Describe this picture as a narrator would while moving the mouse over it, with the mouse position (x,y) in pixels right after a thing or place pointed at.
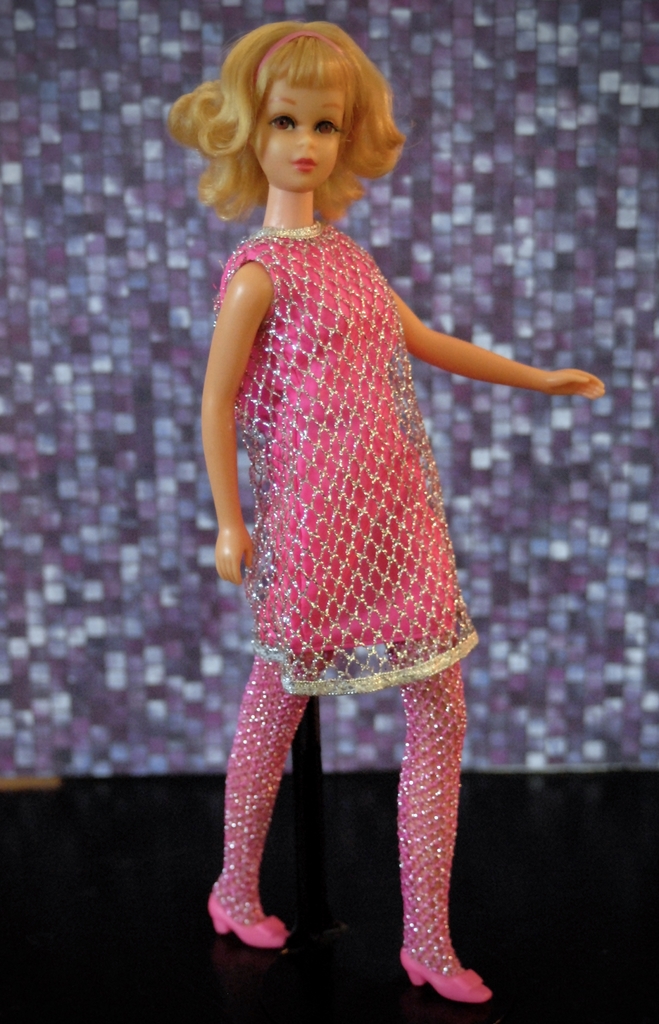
In this picture there is a doll (318,680) with pink dress (449,607) and pink shoes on the black floor (285,899).
